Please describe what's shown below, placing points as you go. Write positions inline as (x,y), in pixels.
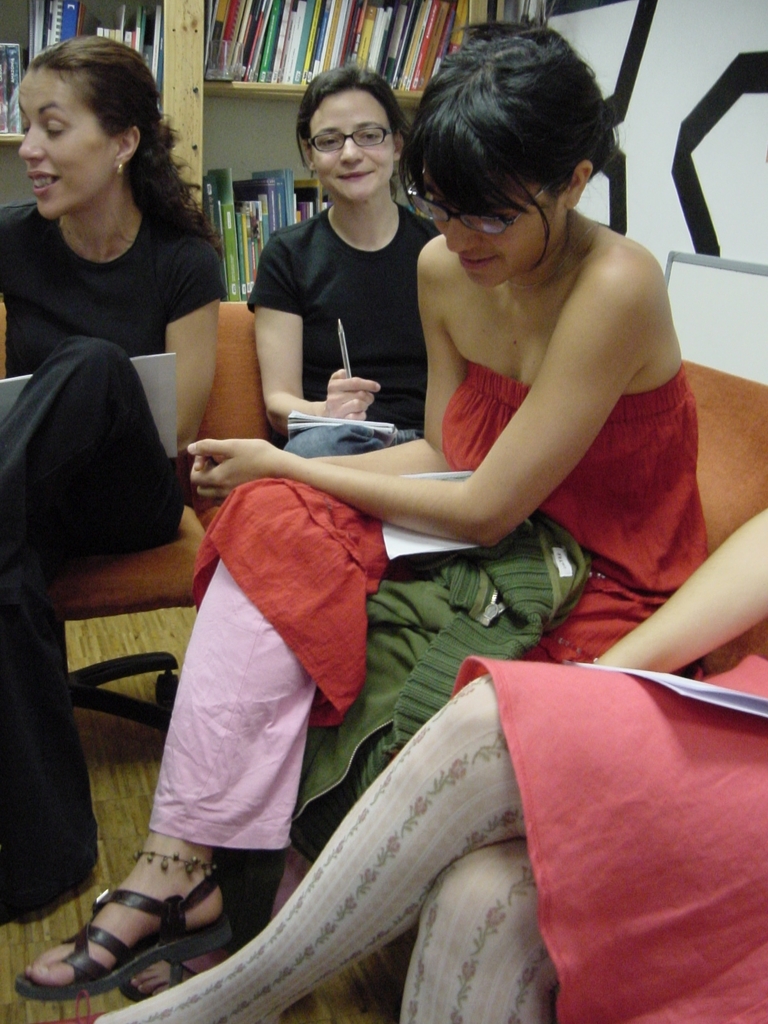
In this image, we can see people (324,711) are sitting on the chairs (199,527). Few people (317,493) are smiling. Here a woman (373,412) is holding a pen (346,364). At the bottom (360,1017), we can see wooden floor (336,978). Background (173,107) we can see wooden racks (192,167). So many books (253,4) are placed on it. On the right side (664,170) top corner, we can see design (693,220) on the wall (699,211).
